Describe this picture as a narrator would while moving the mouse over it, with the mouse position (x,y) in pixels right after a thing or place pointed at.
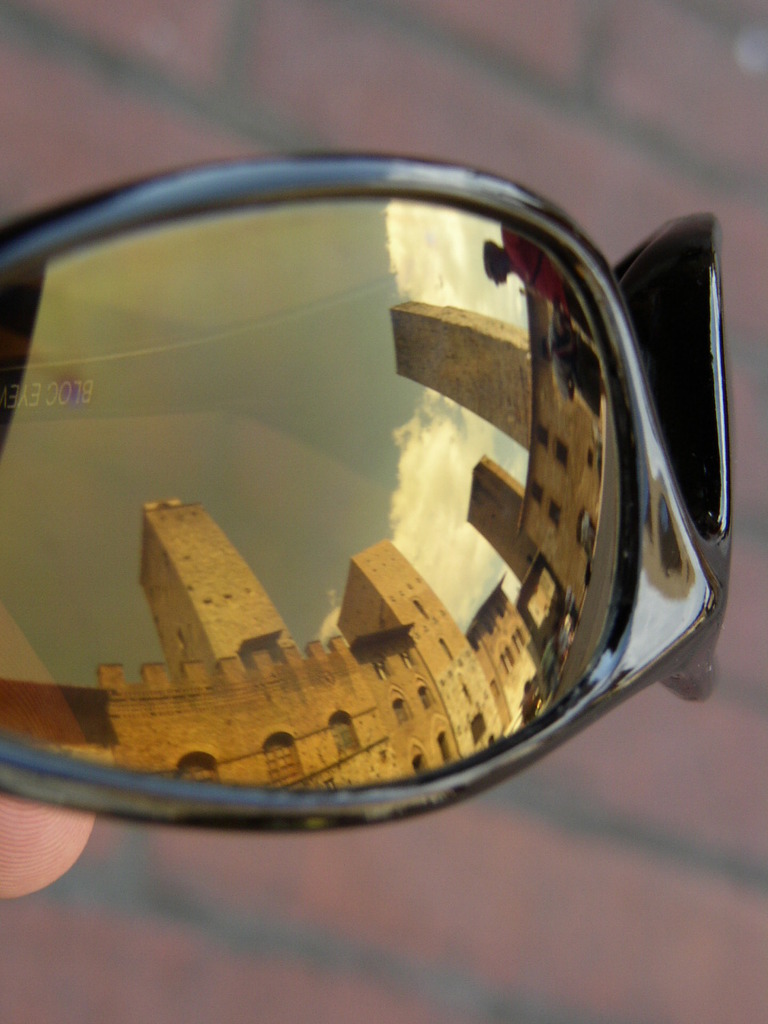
In the image there is a pair of sunglasses (228,535) and in the lens (120,642) there are reflections (353,556) of buildings (519,490).
